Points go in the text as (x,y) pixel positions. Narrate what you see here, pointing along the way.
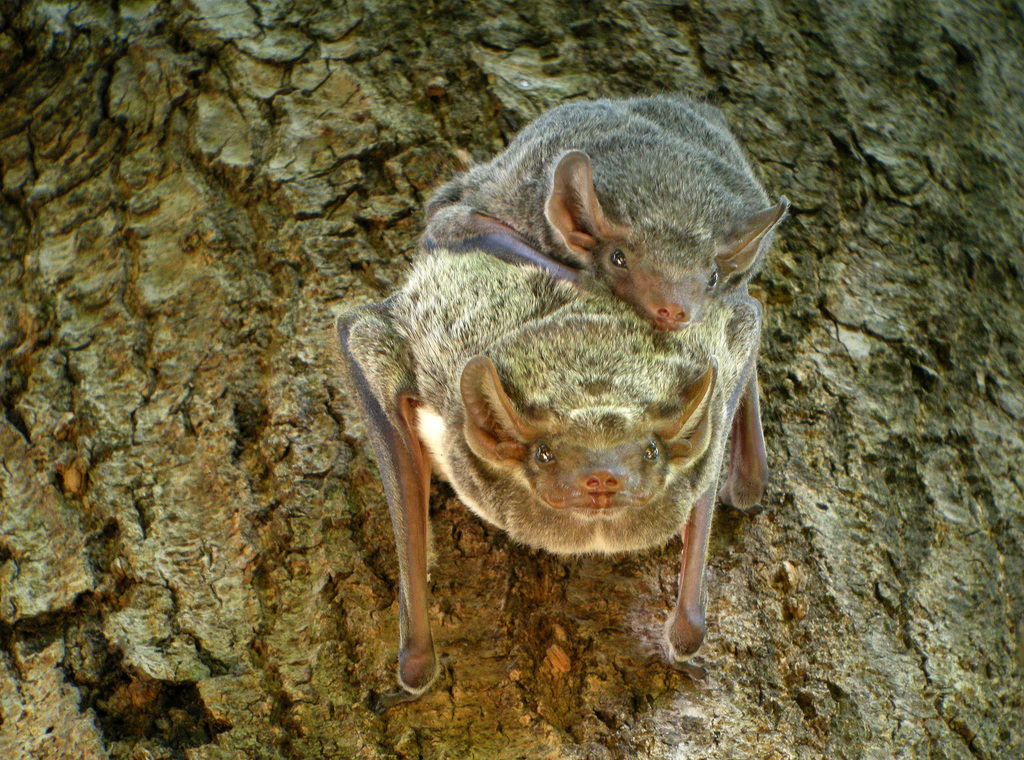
In this image, we can see two naked rumped tomb bats (612,349) are on the surface (577,602).
